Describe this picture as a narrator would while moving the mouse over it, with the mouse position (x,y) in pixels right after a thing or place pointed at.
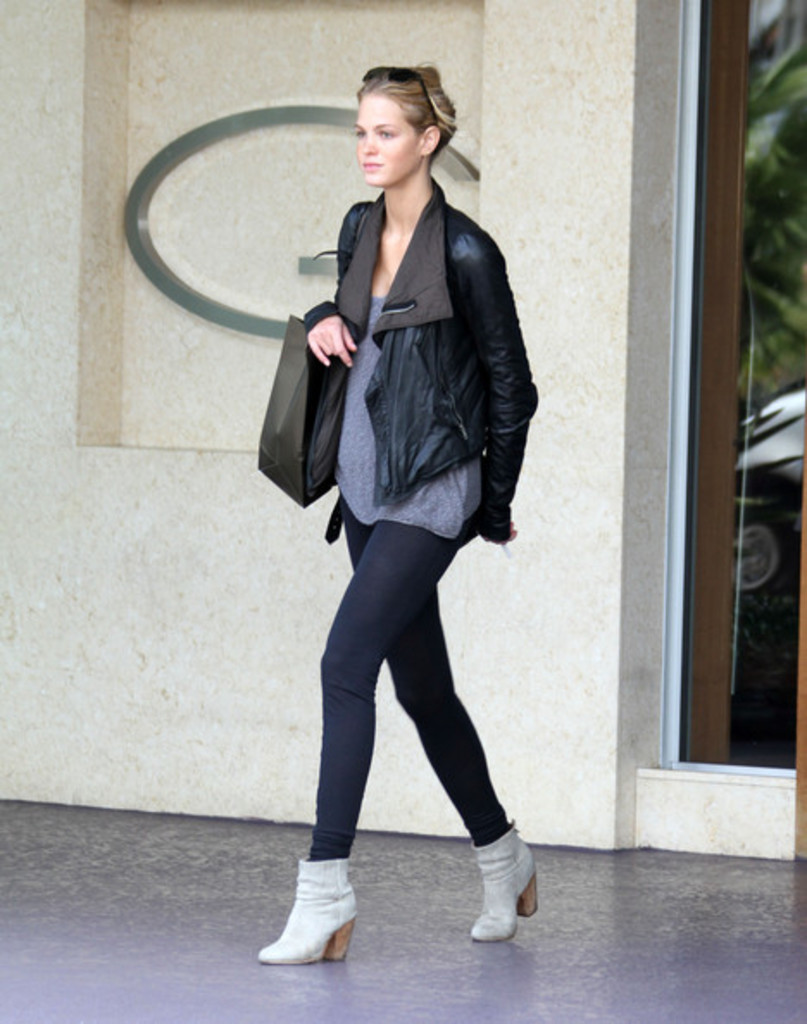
In this image a girl (401,489) wearing black color jacket (437,368) and holding a black bag (315,402) on her right hand (322,361). and back side of her there is a wall (54,236) and there a metal (203,139) attached to the wall (245,139).
